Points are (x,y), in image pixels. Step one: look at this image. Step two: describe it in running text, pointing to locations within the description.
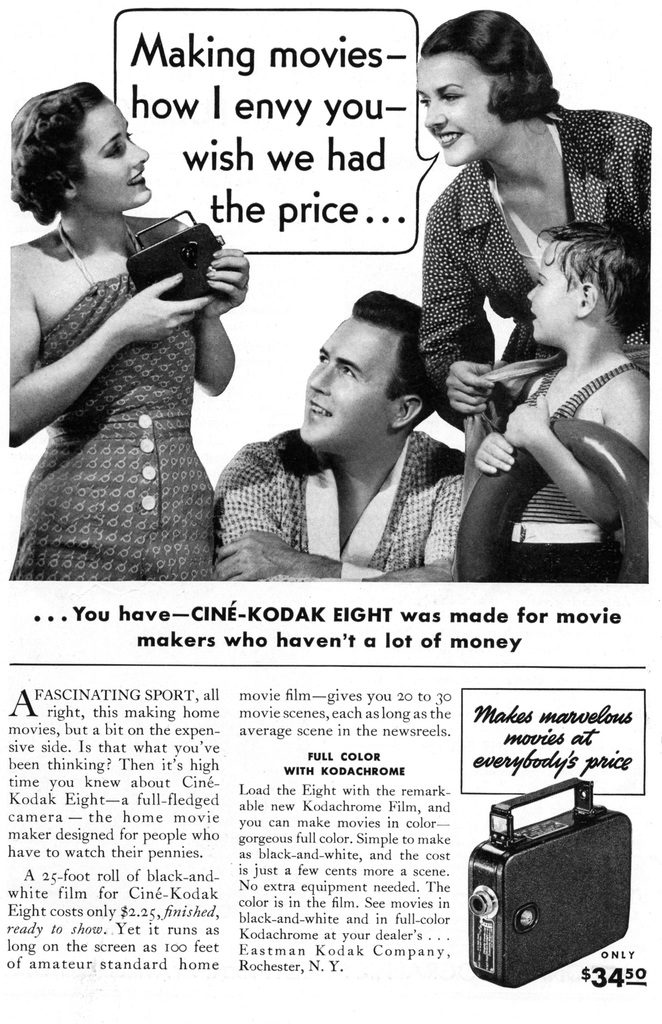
In this picture we can see a news paper article (360,724), in the news paper article (310,407) we can find few people (357,469).
